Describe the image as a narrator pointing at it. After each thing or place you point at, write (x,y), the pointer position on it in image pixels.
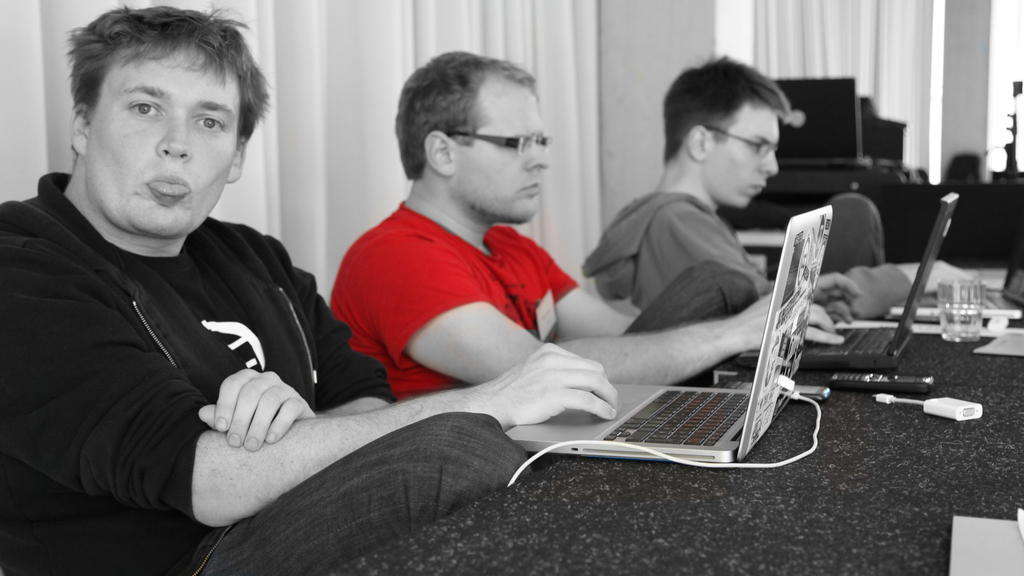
In this image I can see three men (727,72) are sitting. I can see two of them are wearing specs (739,140) and two of them are wearing hoodies (608,264). Here I can see few laptops (740,419), a phone (859,381) and a connector (951,415). I can also see a glass (945,325) over here.
